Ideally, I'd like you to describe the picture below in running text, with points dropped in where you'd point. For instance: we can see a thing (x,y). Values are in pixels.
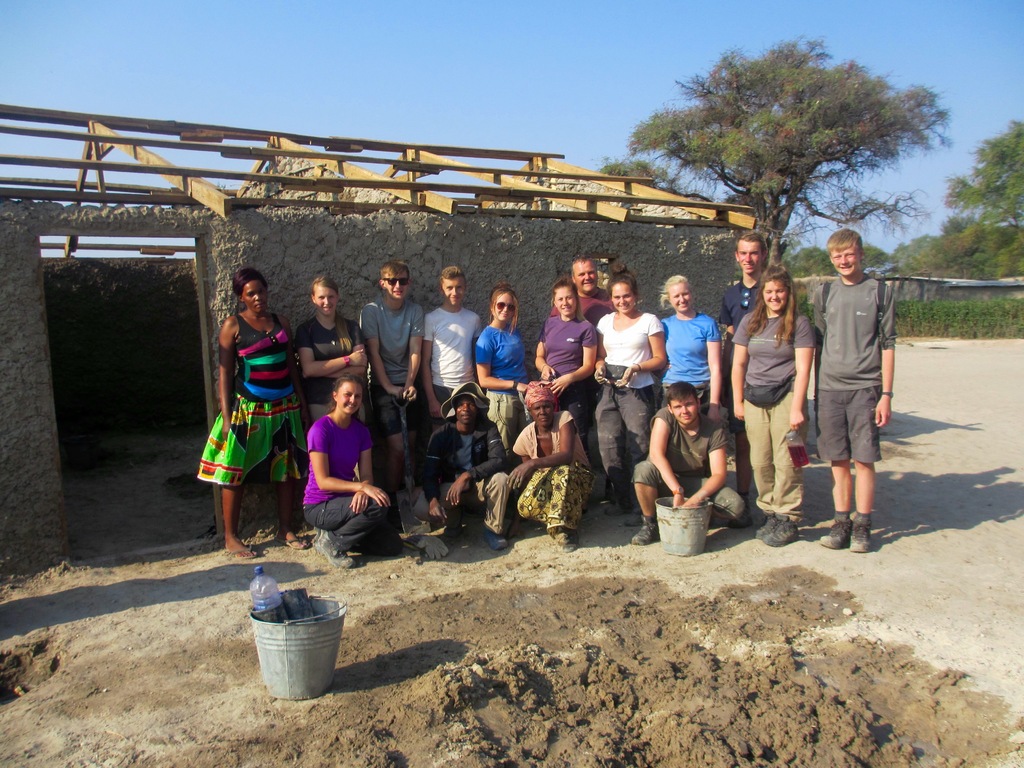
In this image I can see two buckets (658,513) and in one bucket (281,627) I can see a bottle (272,597). I can also see number of people (453,452) where few of them are wearing shades (500,301). I can also see smile on most of their faces (686,287). I can also see shadows (173,584), number of trees (766,210), the sky (537,82) and a building (316,242).
